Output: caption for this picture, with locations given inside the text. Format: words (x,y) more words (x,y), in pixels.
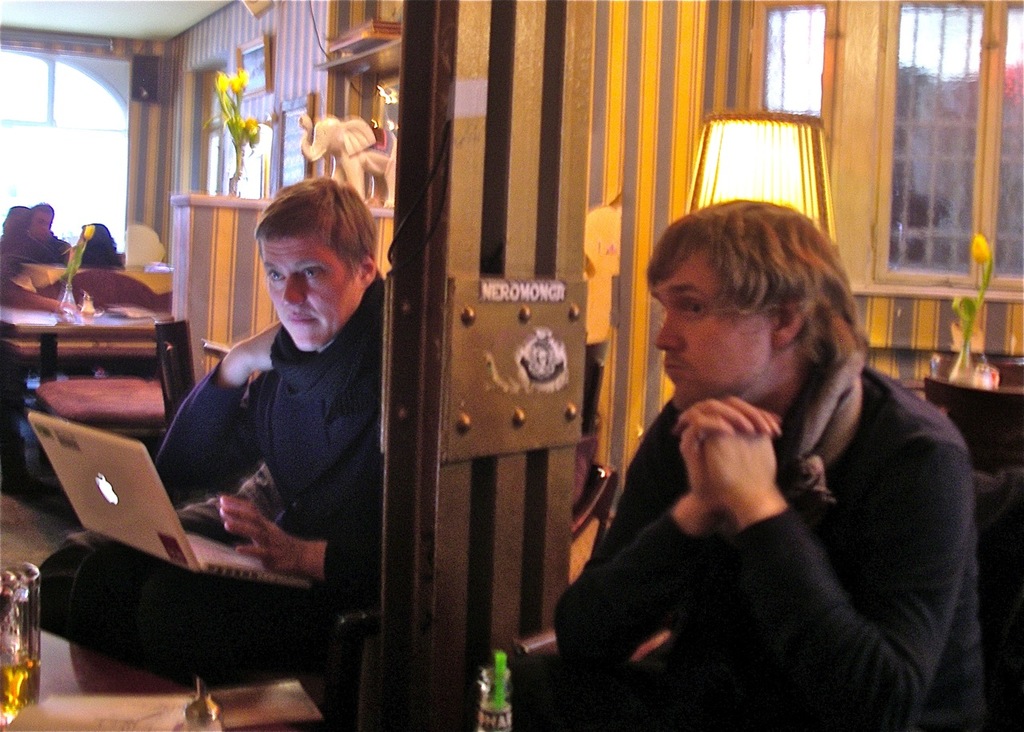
In the center of the image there are two persons (873,703) sitting on chair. In the background of the image (276,63) there is wall (193,56). There is a window (108,134).
